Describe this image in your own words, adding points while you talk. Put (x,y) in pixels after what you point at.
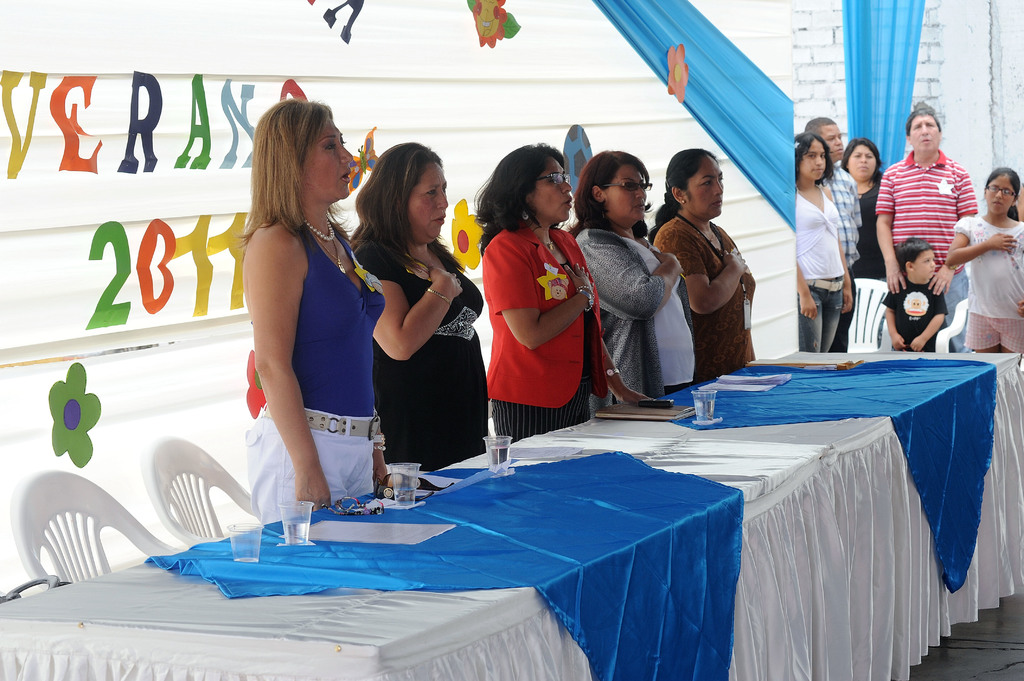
This image consists of a banner (249,154) back side and table (672,526) in the middle (592,440), table (733,515) has a cloth (693,517) on it and it has glasses (306,527), paper (338,530), book (676,416), mobile phone (665,404) on it. There are people (493,389) standing near the table (646,431) and on the right side (907,212) corner there are also people (895,244) standing. There are chairs (157,485) in this image.
